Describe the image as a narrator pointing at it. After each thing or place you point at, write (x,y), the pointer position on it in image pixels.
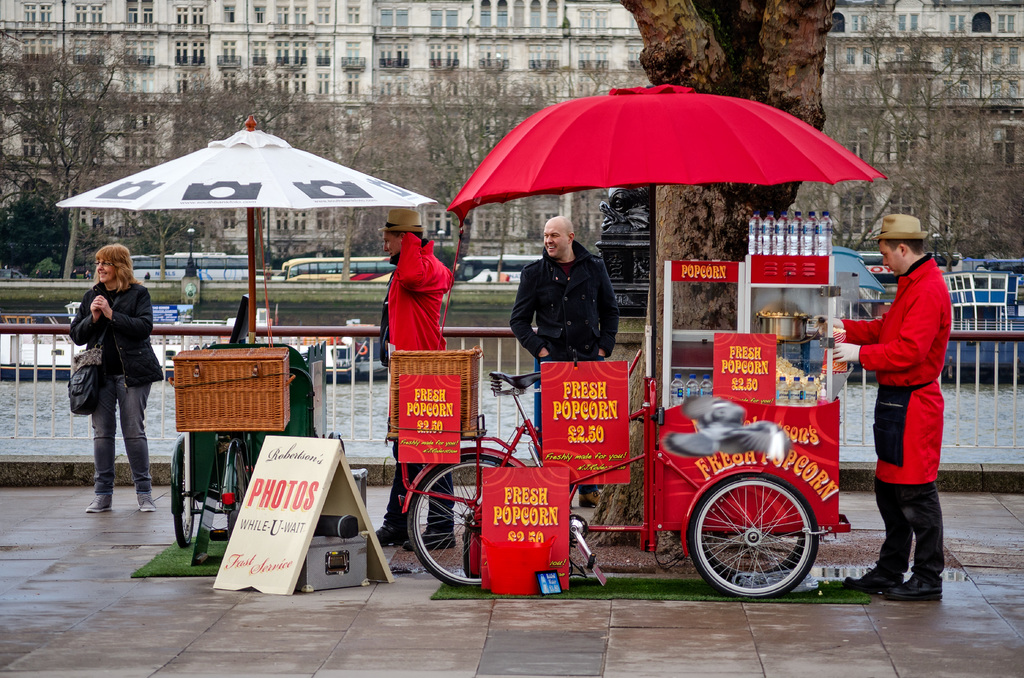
In this picture we can see a few people (399,473), some text (439,390) on the boards (775,345), boxes (443,375), vehicles (174,467), bottles (791,393), some food items (789,377) and other objects (504,587) on the path (214,639). We can see a person (915,264) wearing a hat (895,227) is holding an object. There is some fencing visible from left to right. We can see a few boats (989,317) on the water (35,446). There are some trees (64,256) and a building (990,54) is visible in the background (945,43).
